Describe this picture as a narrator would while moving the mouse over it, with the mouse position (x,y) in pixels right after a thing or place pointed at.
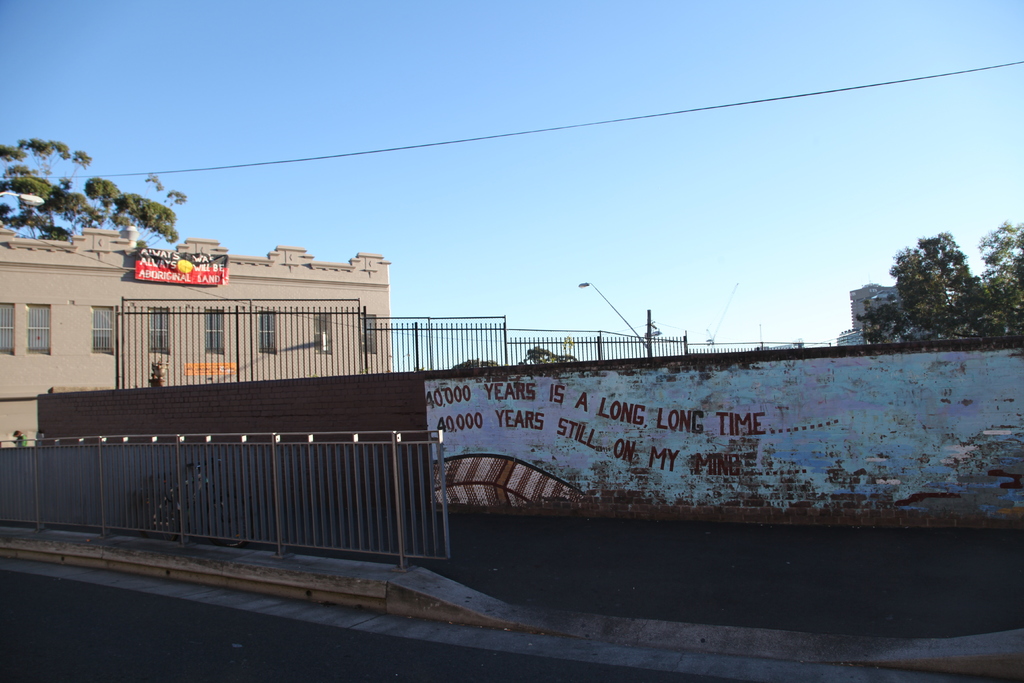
In the foreground of the picture (415,496) there are road (172,614), railing (121,485), plant (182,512), wall (332,417), text (683,411) and footpath (194,546). In the center of the picture (378,357) there are trees (543,360), buildings (332,286), iron frames (350,339), banner (188,271), streetlight (3,192) and cable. In the background (732,230) there are machinery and sky (565,168).
